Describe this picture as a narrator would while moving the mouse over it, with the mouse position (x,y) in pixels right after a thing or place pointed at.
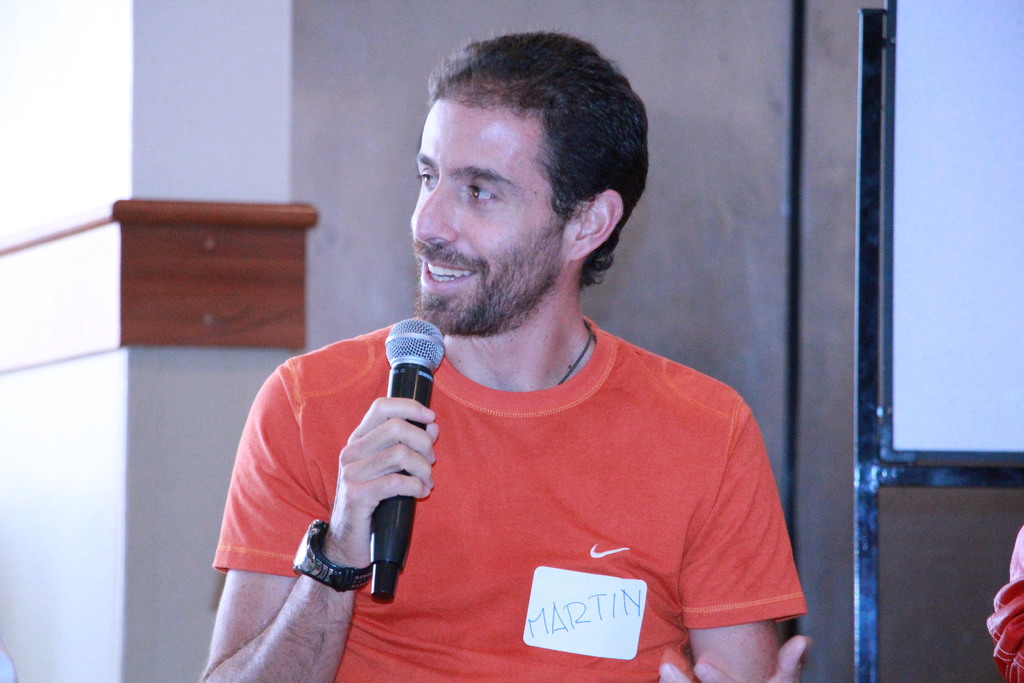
In this image we can see a person (516,430) holding, there is a board (891,33) beside the person (634,498) and there is a wall (723,222) in the background (297,195).
